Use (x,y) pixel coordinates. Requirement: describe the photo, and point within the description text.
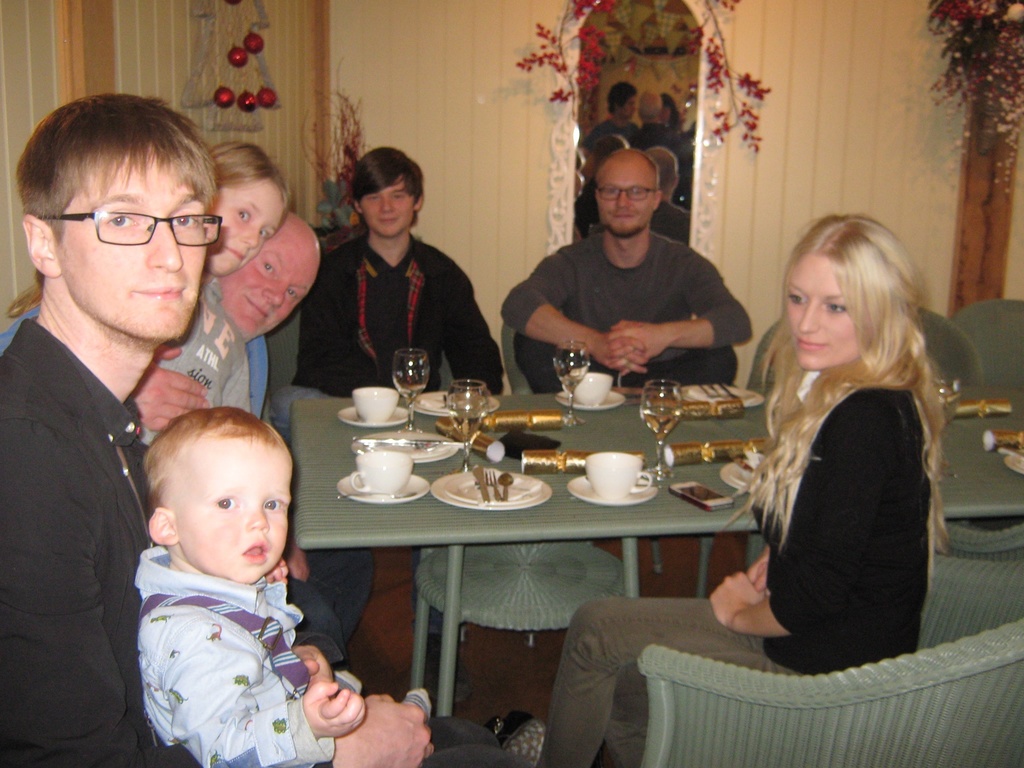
In this image there are people (127,734) sitting on the chair (767,758), there is a table (572,520) truncated, there are objects (557,417) on the table (616,440), there are glasses (480,393) on the table (559,495), there are cups (609,493) and saucers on the table (422,539), there is a fork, there is a knife (484,487), there is a spoon (507,488), there is a mobile phone (699,502) on the table (539,514), there are objects (999,439) truncated towards the right of the image (989,412), there is a mirror (638,91) behind the person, there is a wall (469,121), there are decorative items (260,93) on the wall (186,44).
